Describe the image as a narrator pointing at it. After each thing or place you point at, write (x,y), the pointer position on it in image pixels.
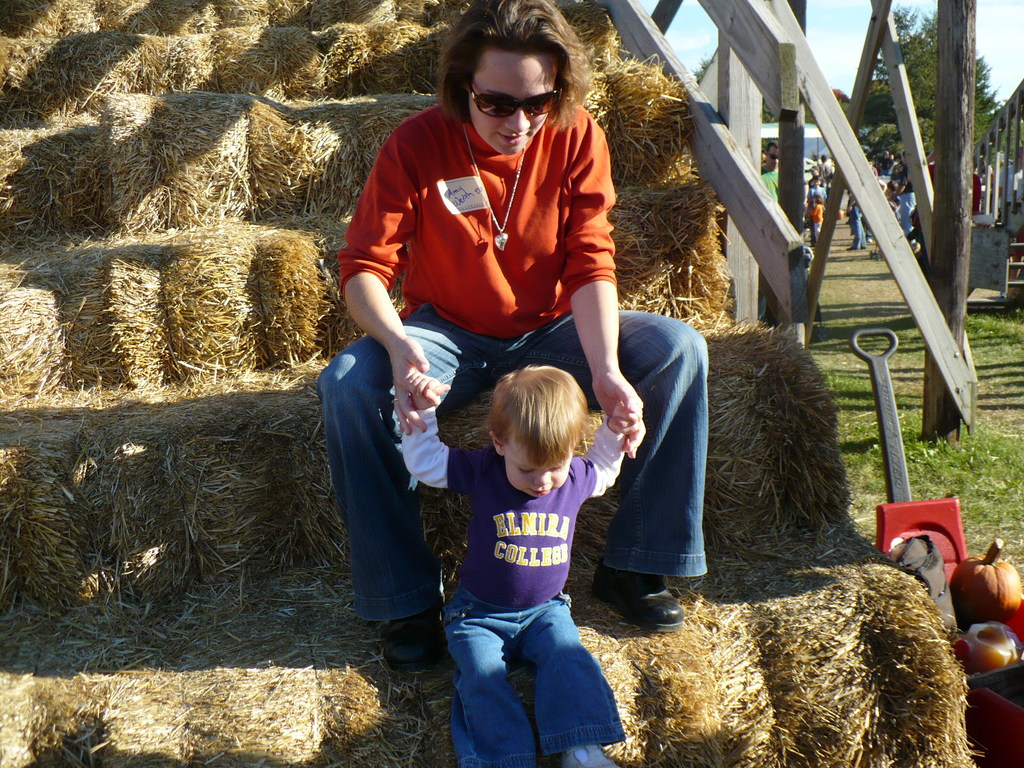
In this picture, we can see few persons (632,441), stairs (241,351) covered by an object (218,68), railing (884,45), ground (979,500) covered with grass (948,476), trees (932,57), and some objects (1004,610) in the right corner (996,632) and we can see the sky (992,64) with clouds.
